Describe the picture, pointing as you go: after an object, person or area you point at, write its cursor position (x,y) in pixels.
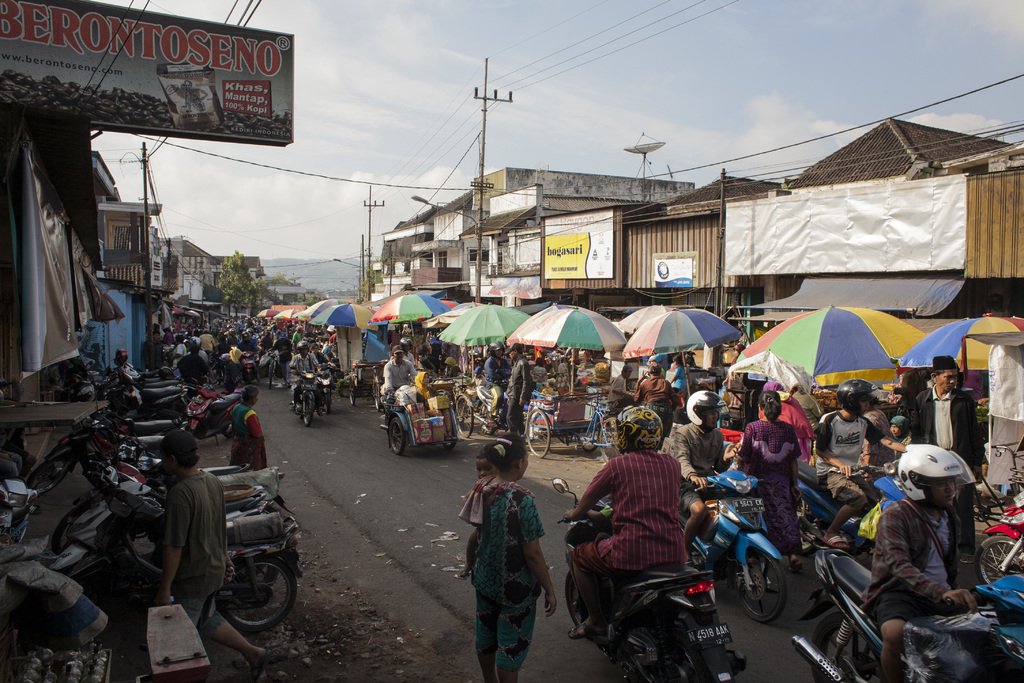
In this picture there are people (857,416) those who are driving bikes (993,547) at the bottom side of the image (639,527) and there are stalls (684,362) in the center of the image (674,337) and there are buildings (94,161) on the right (746,313) and left side of the image (71,158), it seems to be the marketplace (473,369).
